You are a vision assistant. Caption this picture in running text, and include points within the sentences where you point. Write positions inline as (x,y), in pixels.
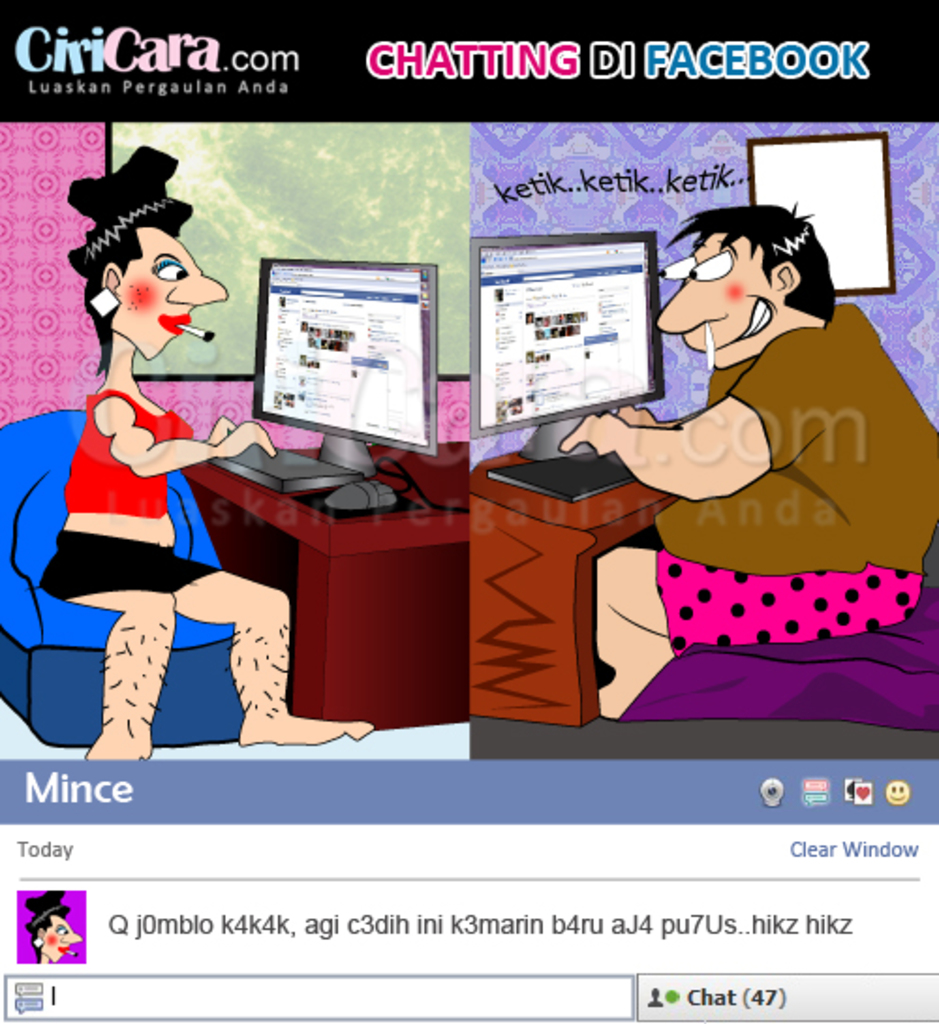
It is the animation image in which there is a man (685,569) sitting on the right side (759,571) and using the computer (554,416). On the left side (161,518) there is a woman (150,518) who is using the keyboard (282,477). She is having a cigar (208,332) in her mouth (165,326). In the background (323,197) there is a wall (474,172) on which there is some design (544,154). At the bottom (396,934) there is some text (681,927).
